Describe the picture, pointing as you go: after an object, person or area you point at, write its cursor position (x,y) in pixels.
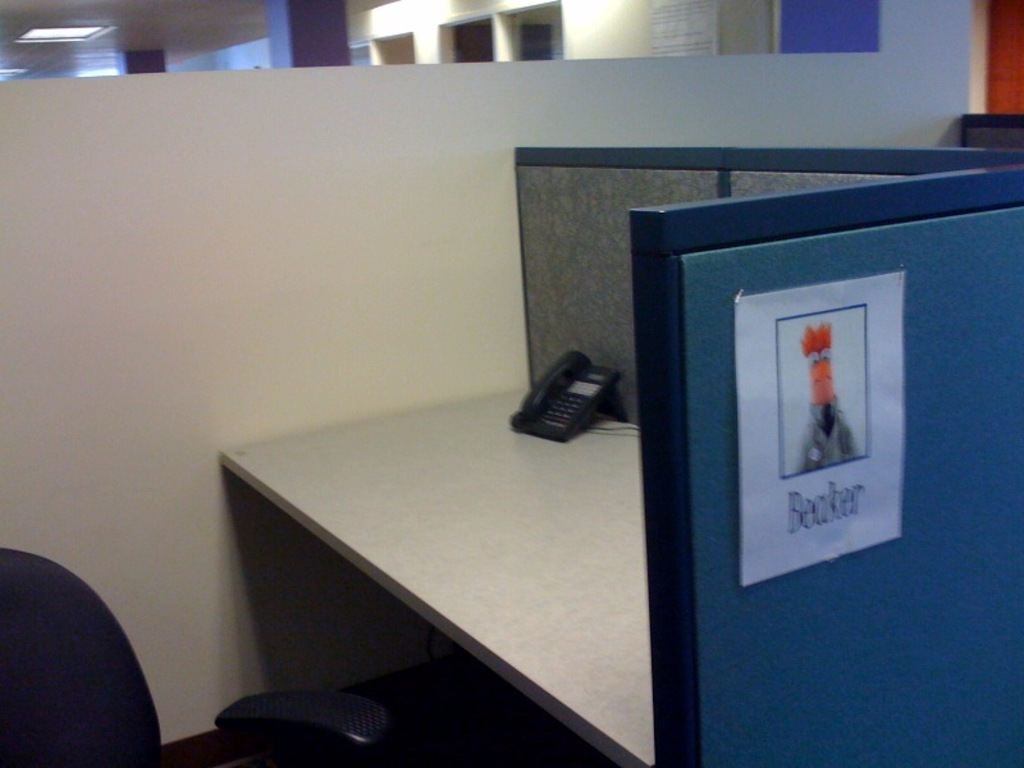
In the picture we can see an office view (49,431) with cabins (173,634) and desk (459,443), on it we can see a telephone (559,423) which is black in color and near the desk (488,440), we can see a chair (134,688) and in the background (56,24) we can see some pillars (279,36) and light (46,38) to the ceiling (178,34).
